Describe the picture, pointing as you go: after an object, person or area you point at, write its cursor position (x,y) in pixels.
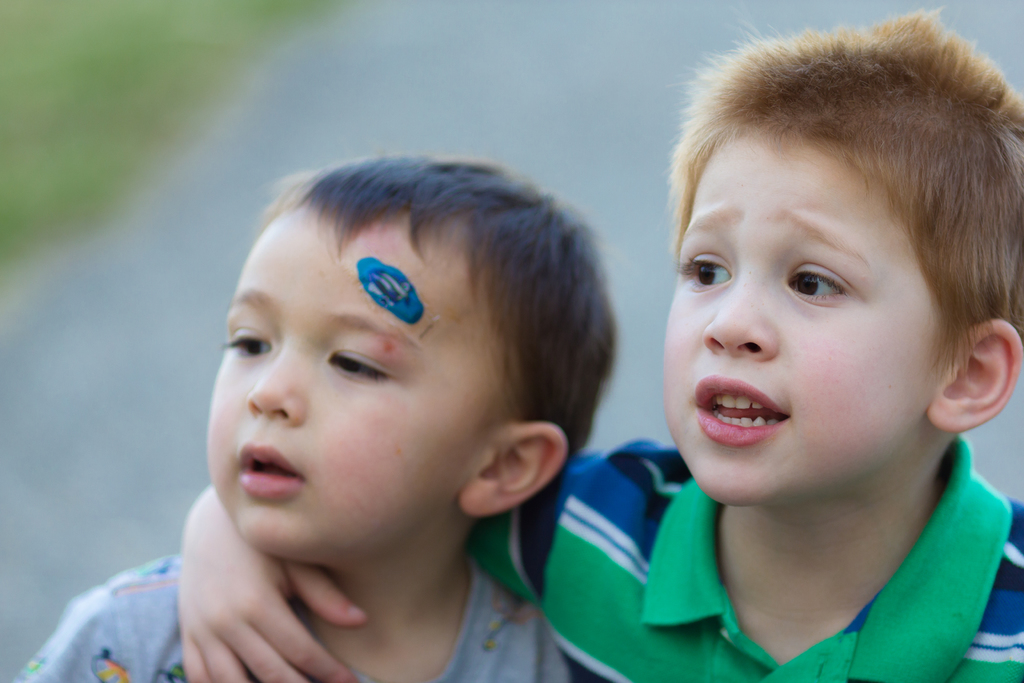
In the foreground of this image (524,560), we can see two boys (664,525), one in green T shirt (621,624) and another in gray T shirt (490,619). They are might walking on the road (630,350) as we can see the road (559,99) in the background (596,115) and on left top corner (103,91), there is a grass (92,127).
